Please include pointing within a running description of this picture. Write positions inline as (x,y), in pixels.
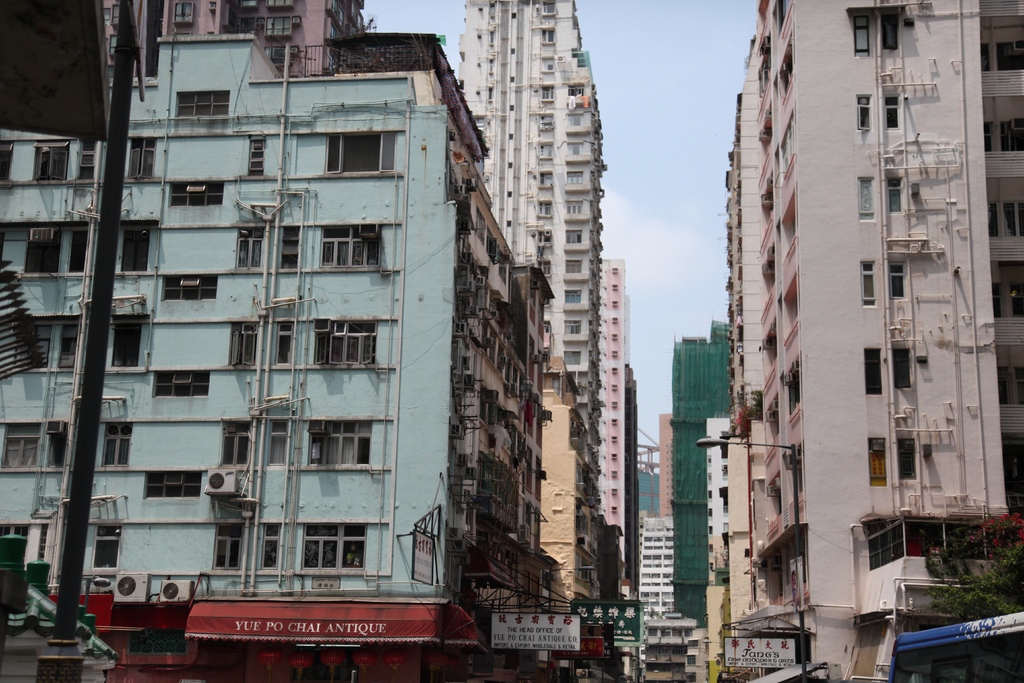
In this picture we can see the buildings (935,314), windows (285,332), pipes (955,406), air conditioners (214,479), electric light pole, pole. At the bottom of the image (761,666) we can see the tent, boards (762,641), trees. At the top of the image (696,109) we can see the sky (696,109).
